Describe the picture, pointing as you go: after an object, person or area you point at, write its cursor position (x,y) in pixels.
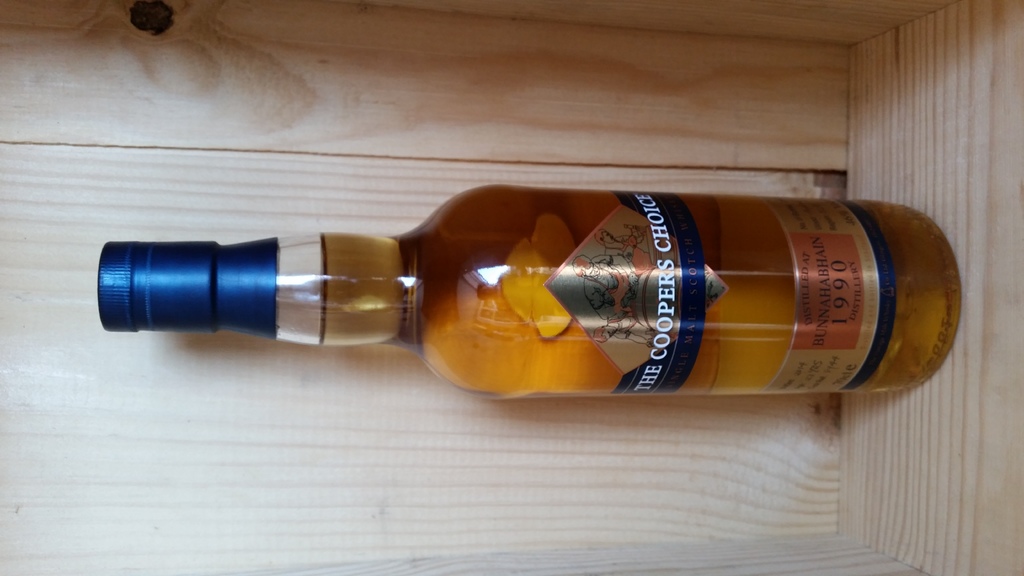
In this picture we can see a bottle (549,228) with full of drink (472,238) in it.
